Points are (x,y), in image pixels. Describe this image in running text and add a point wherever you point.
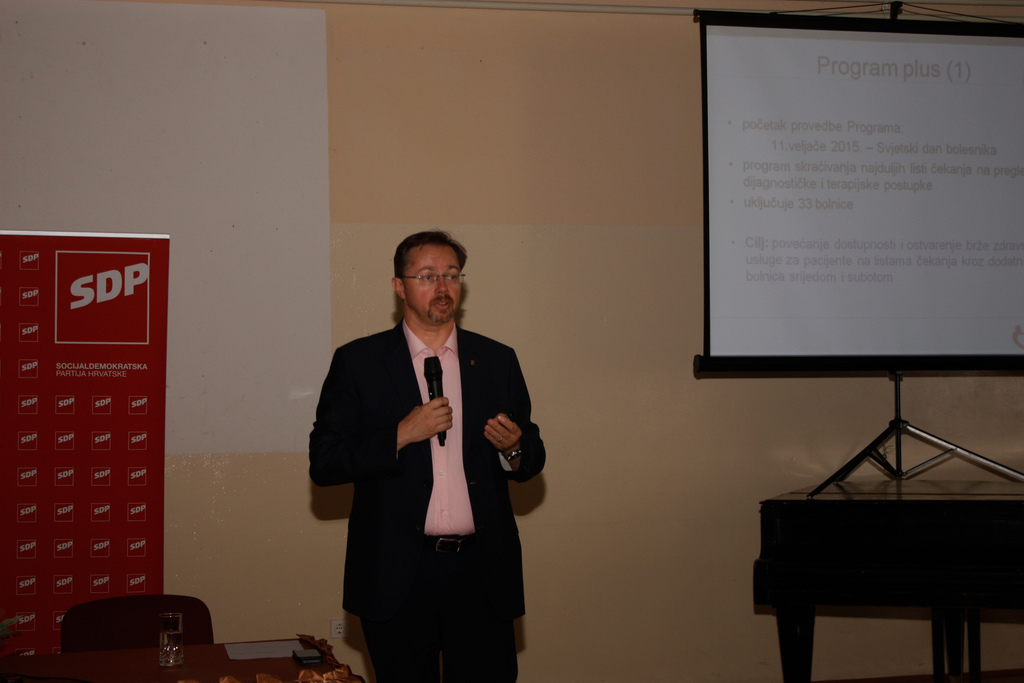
Here we can see that a person (455,341) is standing and holding a microphone (439,386) in his hand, and he is wearing a suit (381,365), and here is the projector (758,86), and here is the table (184,647) and glass (167,639), and some objects (250,647) on it, and at back (246,204) there is the wall (295,172).
